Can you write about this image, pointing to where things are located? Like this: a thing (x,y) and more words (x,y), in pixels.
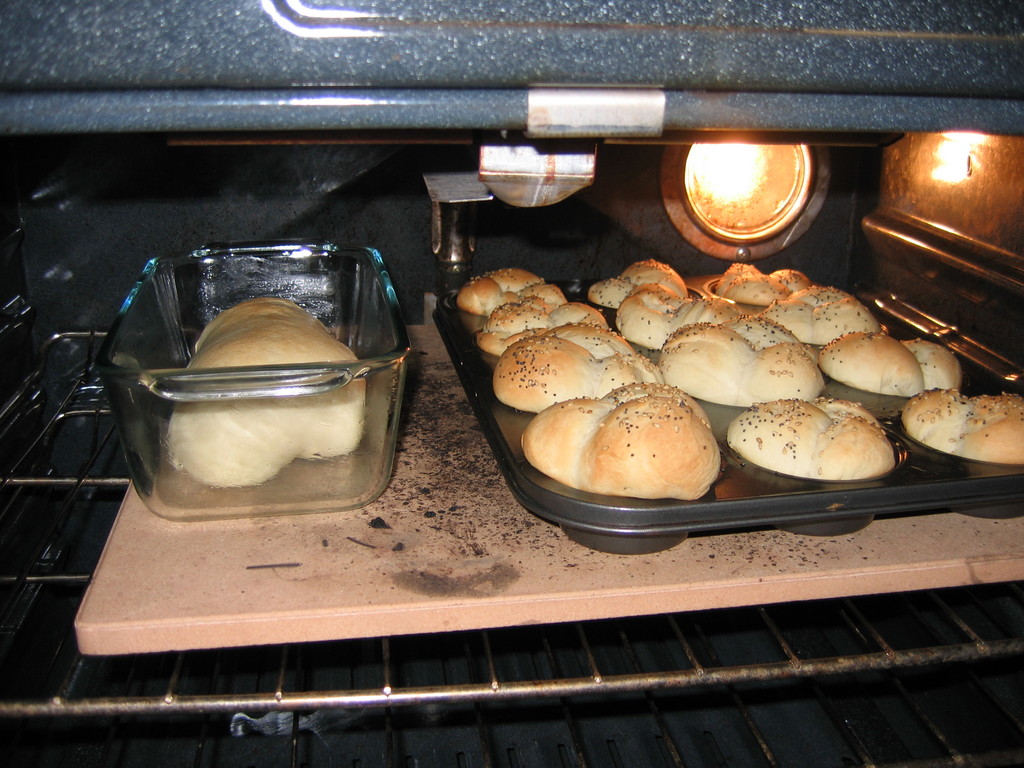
In this image I can see the food items (689,371) on the black color object (735,484). To the side I can see the bowl (241,391) with food (273,407). These are on the brown color board (295,582) and the board (182,597) is on the grill (335,702). In the background (669,204) I can see the light (713,186).
